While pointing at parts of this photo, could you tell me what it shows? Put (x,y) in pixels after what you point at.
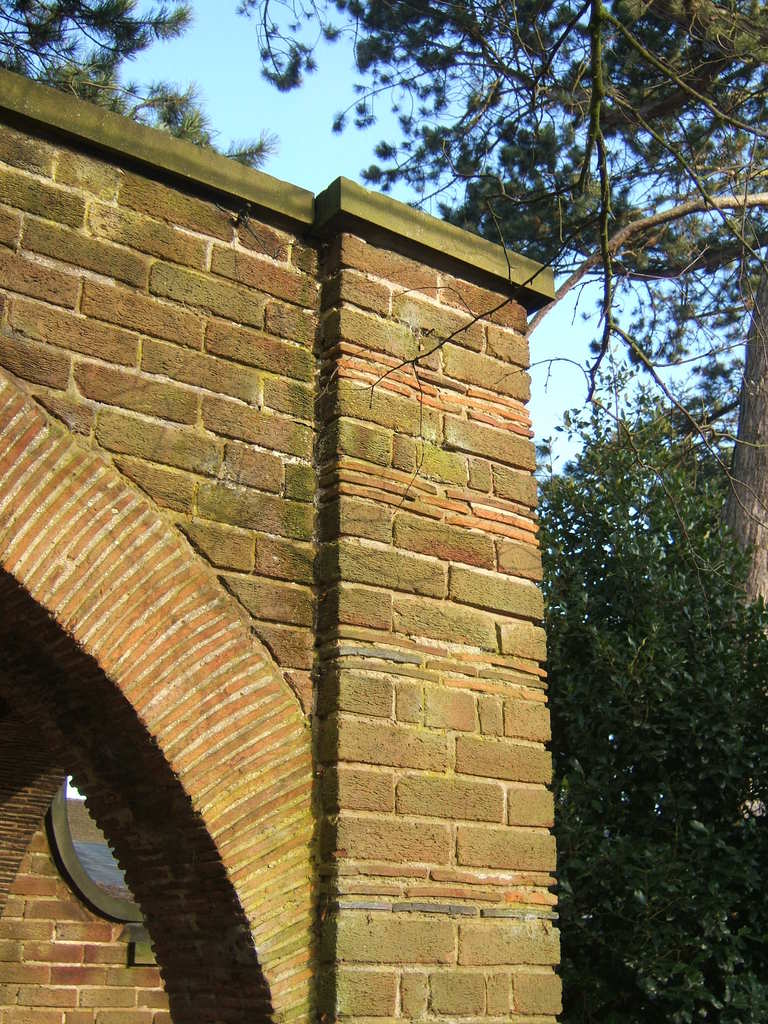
There is a building (109,229) with arch (120,643). On the sides of the building (162,139) there are trees (626,715). In the background (246,112) there is sky (571,364).
